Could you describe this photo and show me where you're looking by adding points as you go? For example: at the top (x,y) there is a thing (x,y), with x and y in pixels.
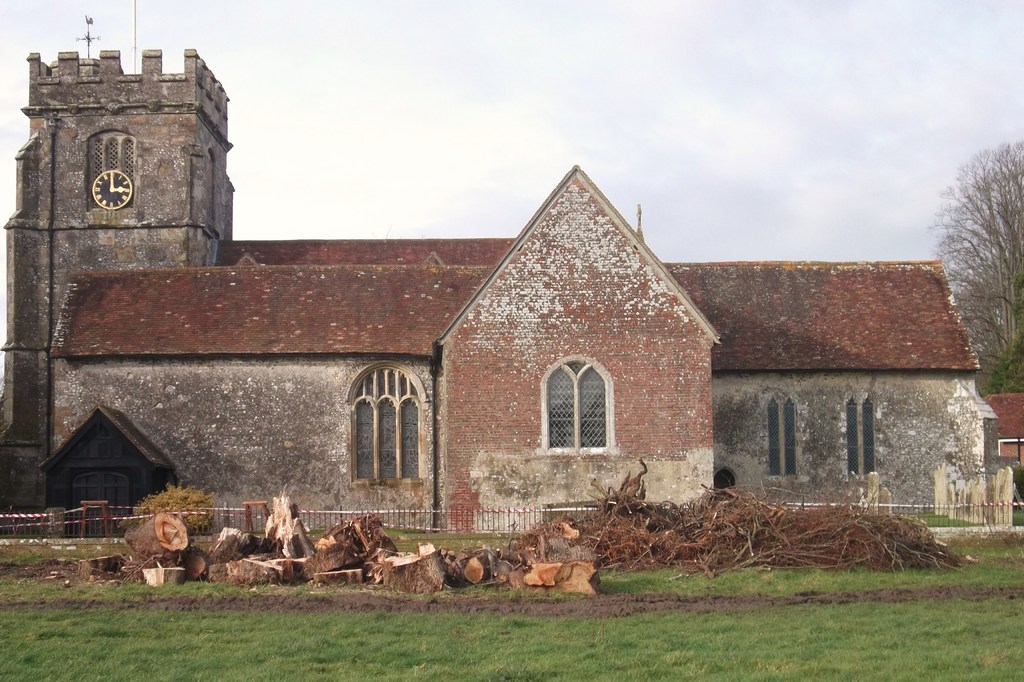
In this image, we can see a church (486,359) with walls (672,452) and windows (581,420). Here there is a clock (115,191). Right side of the image (997,332), there is a tree (957,247). At the bottom (796,627), we can see grass (775,659), wooden pieces (595,583), sticks (879,555). Background there is a sky (651,135).
